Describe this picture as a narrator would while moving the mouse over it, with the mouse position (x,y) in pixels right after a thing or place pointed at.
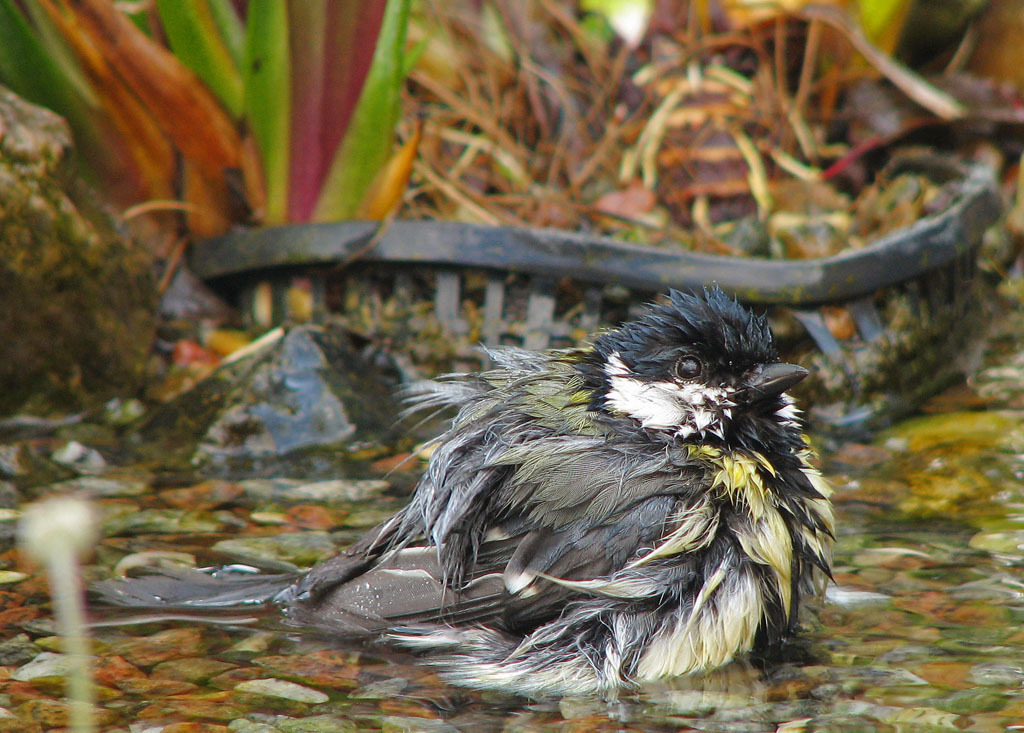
In this picture we can see a bird (672,450), water (101,565), stones (903,606) and in the background (154,239) we can see plants (314,122) and some objects (688,145).
